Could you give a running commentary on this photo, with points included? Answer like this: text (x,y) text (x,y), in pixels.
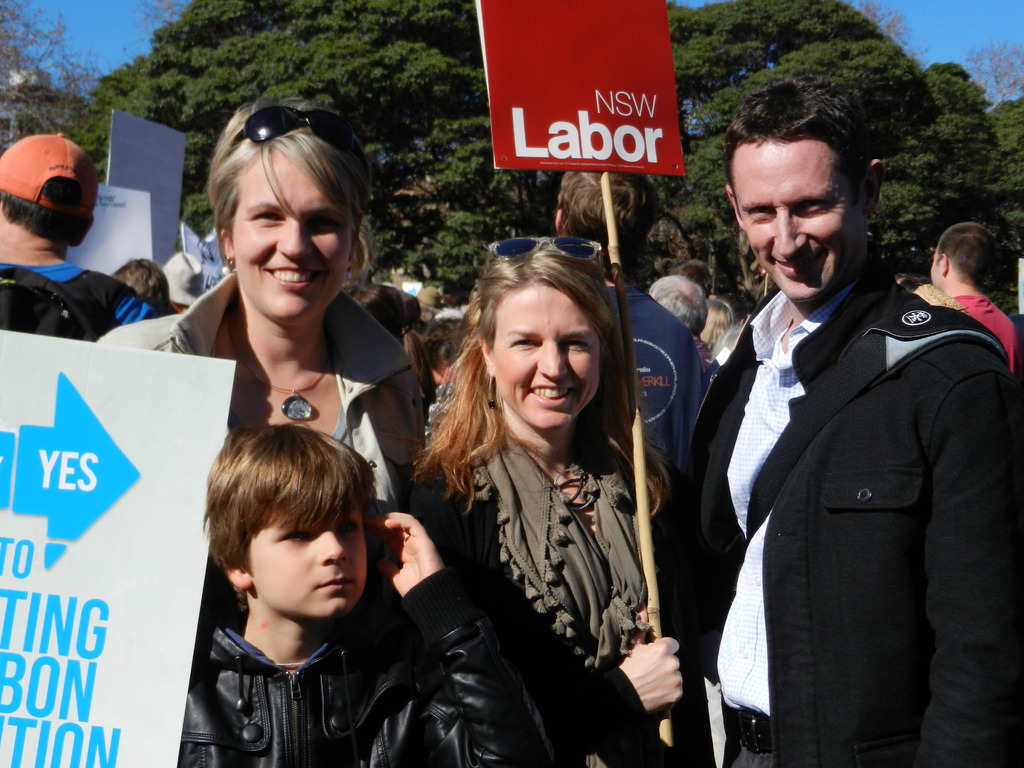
In this picture there are group of people (254,406) standing and smiling and there are group of people (244,168) holding the placards (135,164) and there is a text (67,726) on the placards (576,63). At the back (474,13) there are trees (235,75). At the top (1001,98) there is sky (148,26).
